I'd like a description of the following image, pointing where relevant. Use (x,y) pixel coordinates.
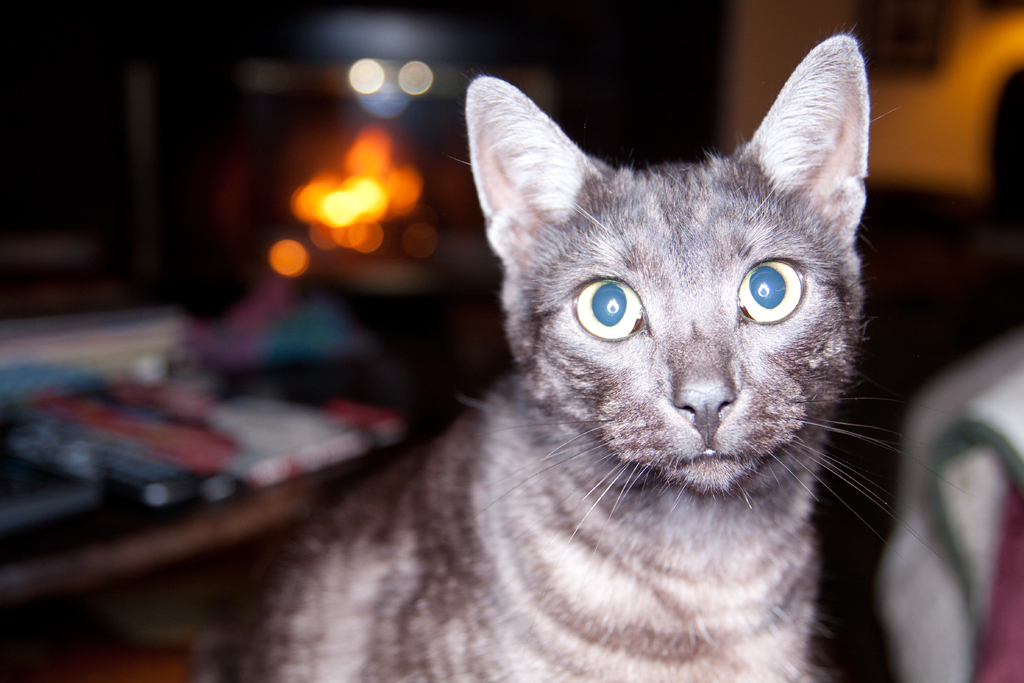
In this picture we can see a cat (638,513) and behind the cat (531,555) there are some blurred things (912,569).
